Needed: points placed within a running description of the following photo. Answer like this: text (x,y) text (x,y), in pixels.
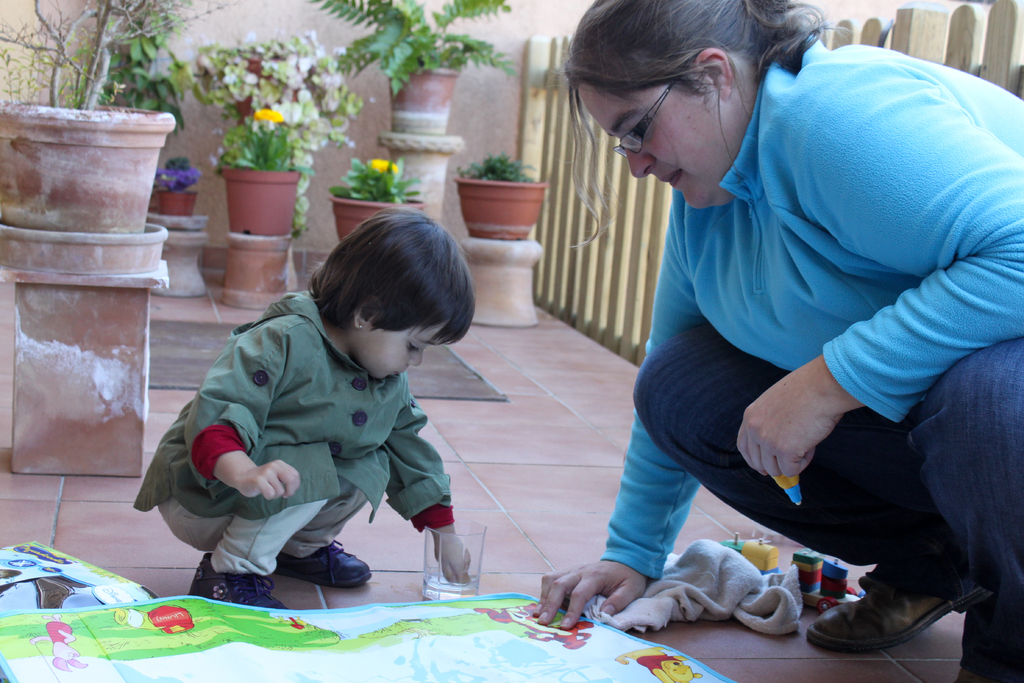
The woman (748,287) on the right corner of the picture (825,295) wearing blue jacket (804,276) is holding something in her hand (803,400) and she is in squat position. In front of her, we see a chart (504,624) which is painted and we even see a cloth (694,597) and toys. Beside her, a girl (321,418) in the green dress (325,436) is putting her hand (456,566) in the glass (440,578) and behind them, there are many flower pots (262,221) and beside that, we see a wooden fence (551,290).
